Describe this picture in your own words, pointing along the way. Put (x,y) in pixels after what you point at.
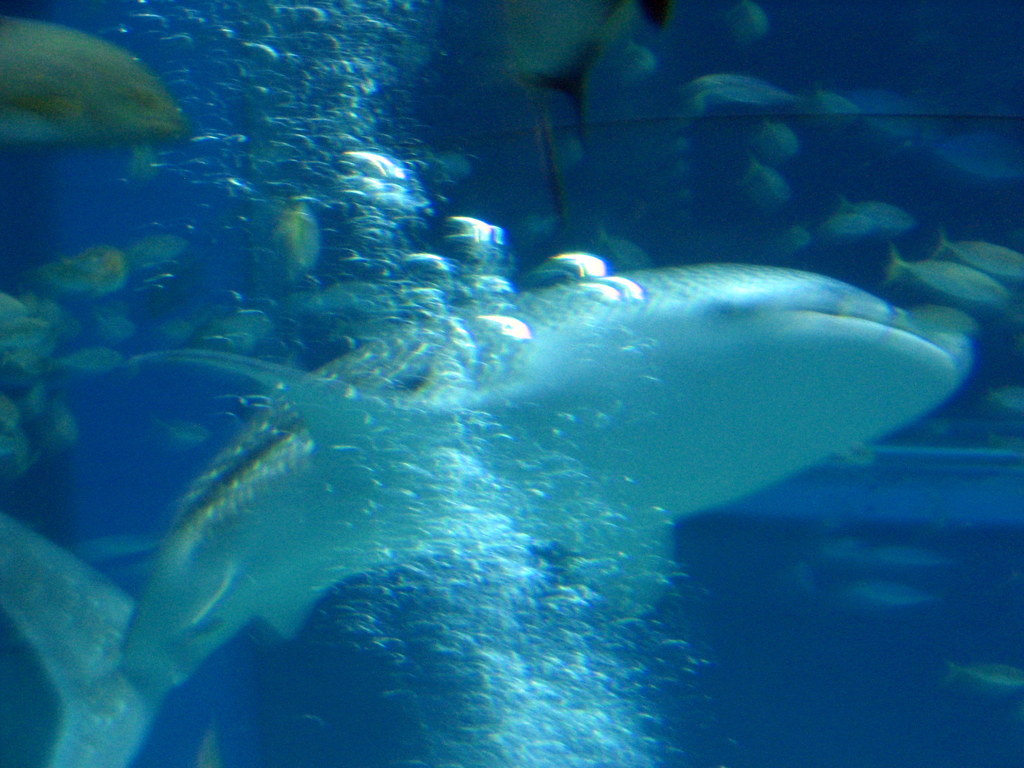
In the image there is a shark (387,499) and fishes (973,263) swimming in the water (696,125).
